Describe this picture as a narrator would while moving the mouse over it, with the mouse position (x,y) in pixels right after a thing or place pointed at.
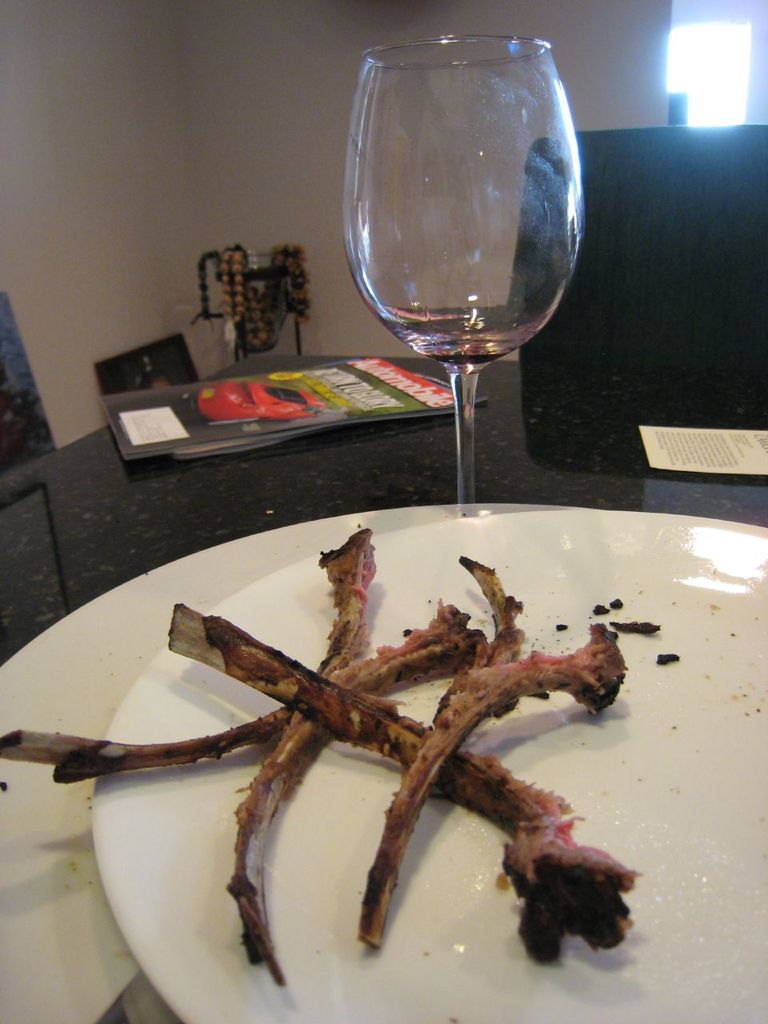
This image is taken indoors. In the background (240,127) there is a wall (589,64) and there is a window (706,85). There are three objects (161,366). At the bottom of the image (23,914) there is a table (314,468) with a glass (473,283), a book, a paper (659,460) and a plate (550,731) with food items (279,725) on it. On the right side of the image (656,232) there is a chair (659,201).
